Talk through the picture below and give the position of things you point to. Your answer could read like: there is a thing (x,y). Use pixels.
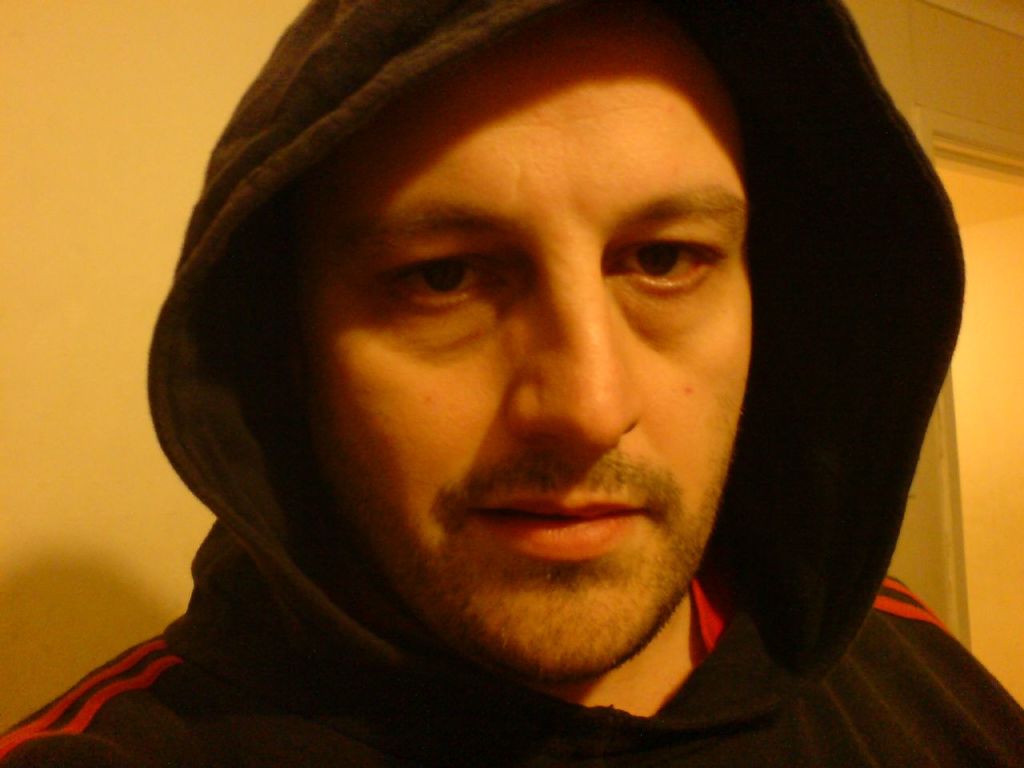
In this image there is a person (699,316), behind the person (234,294) there is a wall (52,519).
